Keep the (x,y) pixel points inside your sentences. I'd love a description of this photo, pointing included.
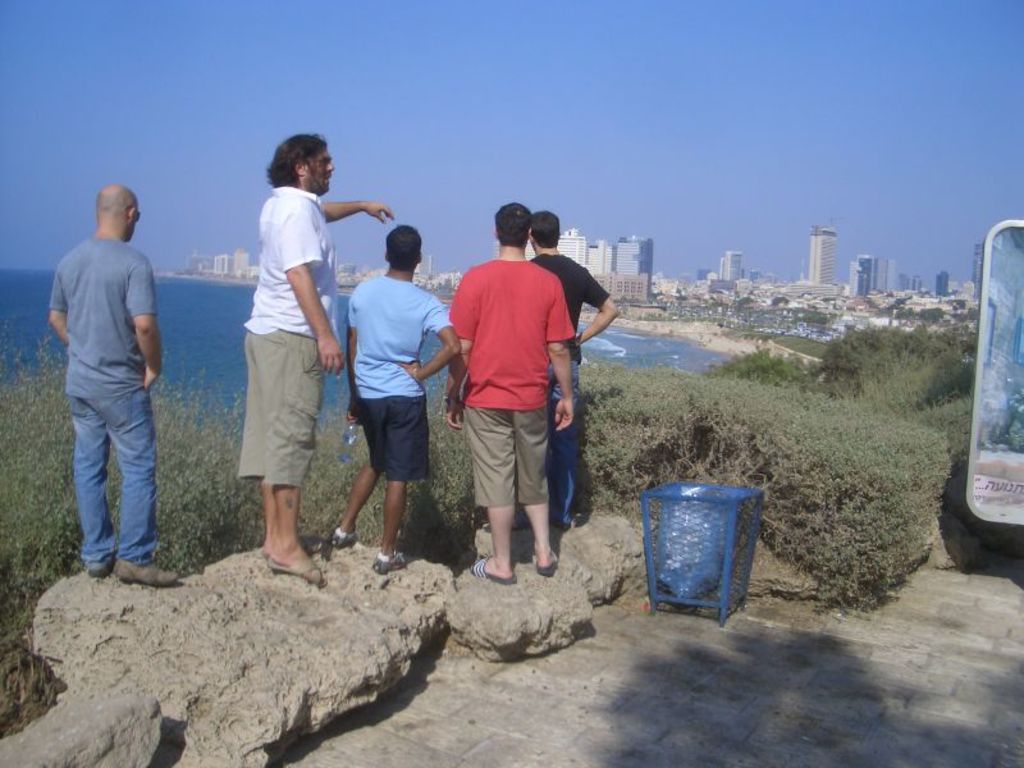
In the picture I can see these five men (146,324) wearing different colors of T-shirts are standing on the rocks (167,628), here I can see blue color trash bin (716,561), I can see the board (980,479) on the right side of the image (1019,500), I can see shrubs (927,380), water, buildings (429,274) and the plain blue color sky (447,216) in the background (557,204).
